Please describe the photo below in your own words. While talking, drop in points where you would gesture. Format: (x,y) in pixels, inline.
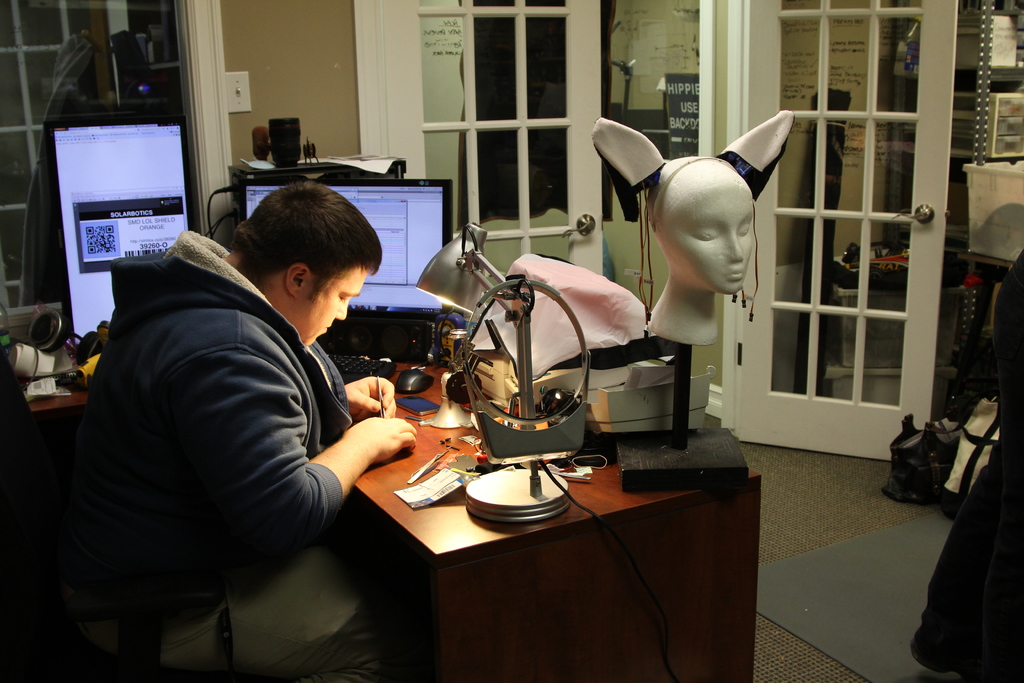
In this picture we can see inside view of the room (233,232) in which a man (188,427) wearing blue hoodie (257,446) and sitting on the chair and working something with the tong (379,399), On the table (391,472) we can see table light (466,287), cloth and woman face statue (665,331). On the left side (166,162) we can see computer screen (71,232) in which Q. R scan (94,253) is displaying and one monitor (376,219) in the middle (399,300). Behind we can see white glass door (472,100) and on the flooring (835,527) a mat (894,546) and the bag (953,449).
